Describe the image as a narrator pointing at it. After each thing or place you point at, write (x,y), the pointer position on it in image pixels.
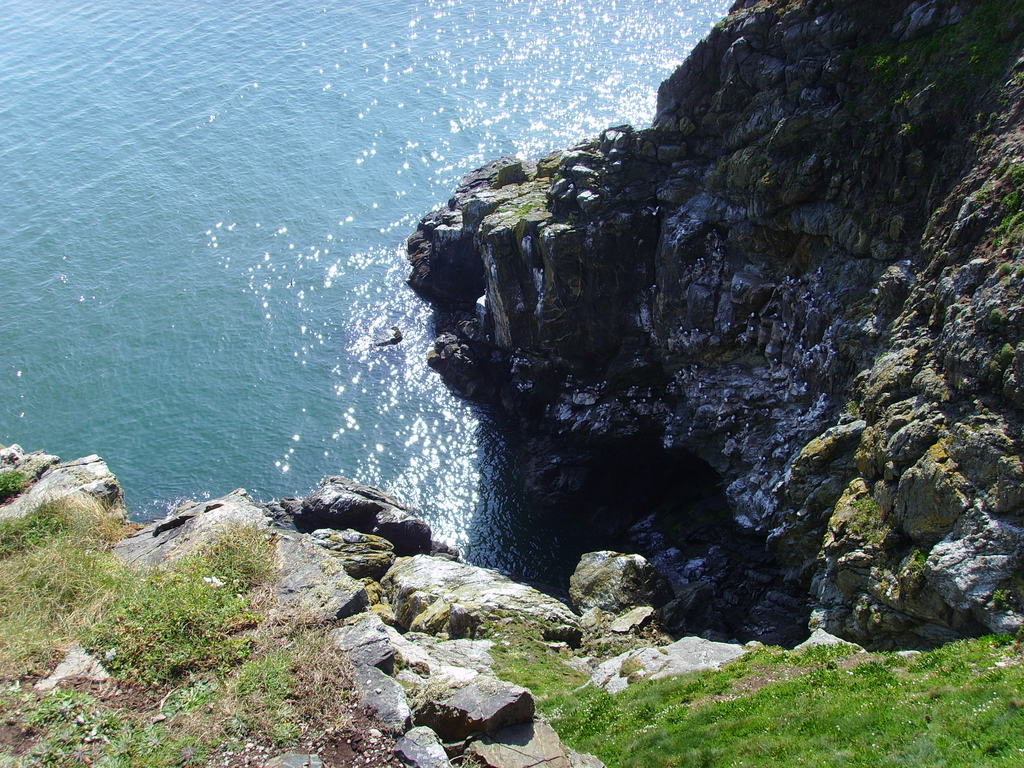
In the image in the center (483,323), we can see water (378,124), hills (624,449) and grass (39,570).
